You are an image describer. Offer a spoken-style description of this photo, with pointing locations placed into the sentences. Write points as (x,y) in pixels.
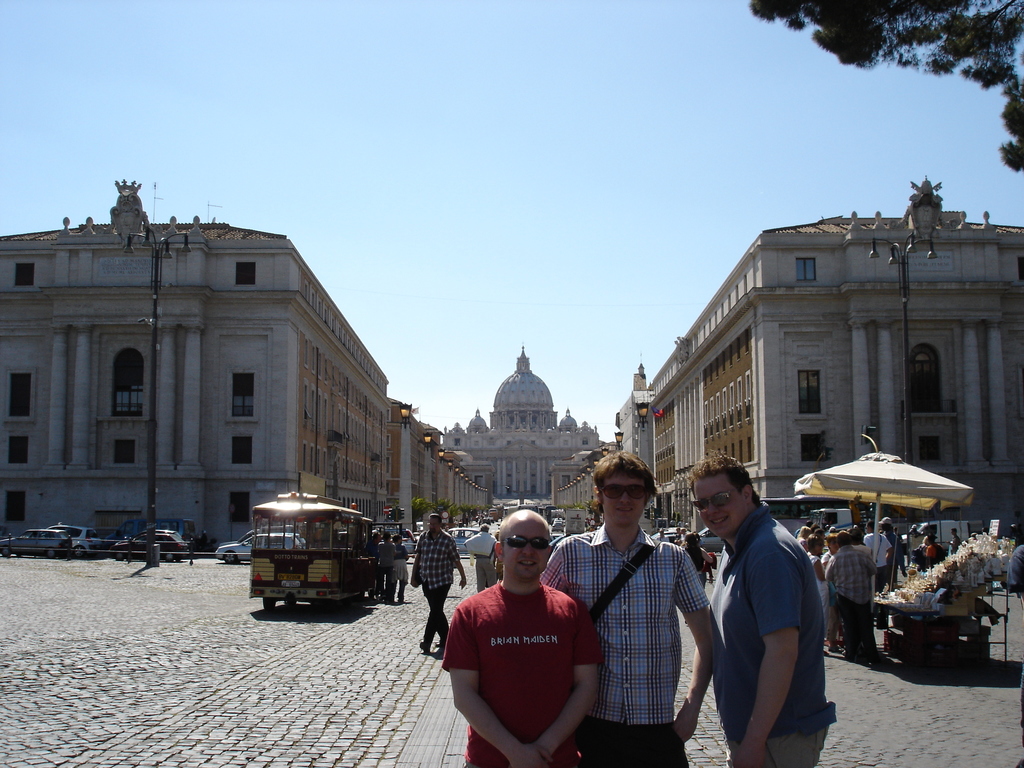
There are three persons (582,682) posing to a camera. This is road (308,666) and there are vehicles (331,506). Here we can see few persons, umbrella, plants (419,505), poles (400,509), and buildings (641,368). In the background (577,212) there is sky (605,221).
